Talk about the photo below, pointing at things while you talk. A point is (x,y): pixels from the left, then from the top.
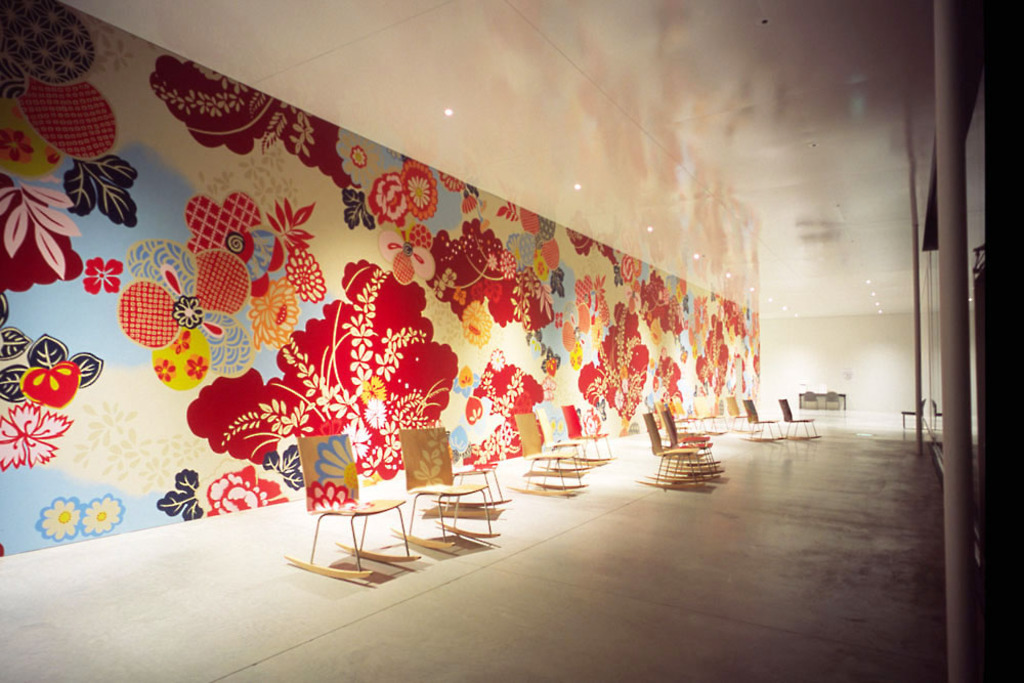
In this picture I can see in the middle (598,435) there are chairs (506,502), in the background (12,296) there are paintings (400,333) on the wall (450,298). At the top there are ceiling lights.
